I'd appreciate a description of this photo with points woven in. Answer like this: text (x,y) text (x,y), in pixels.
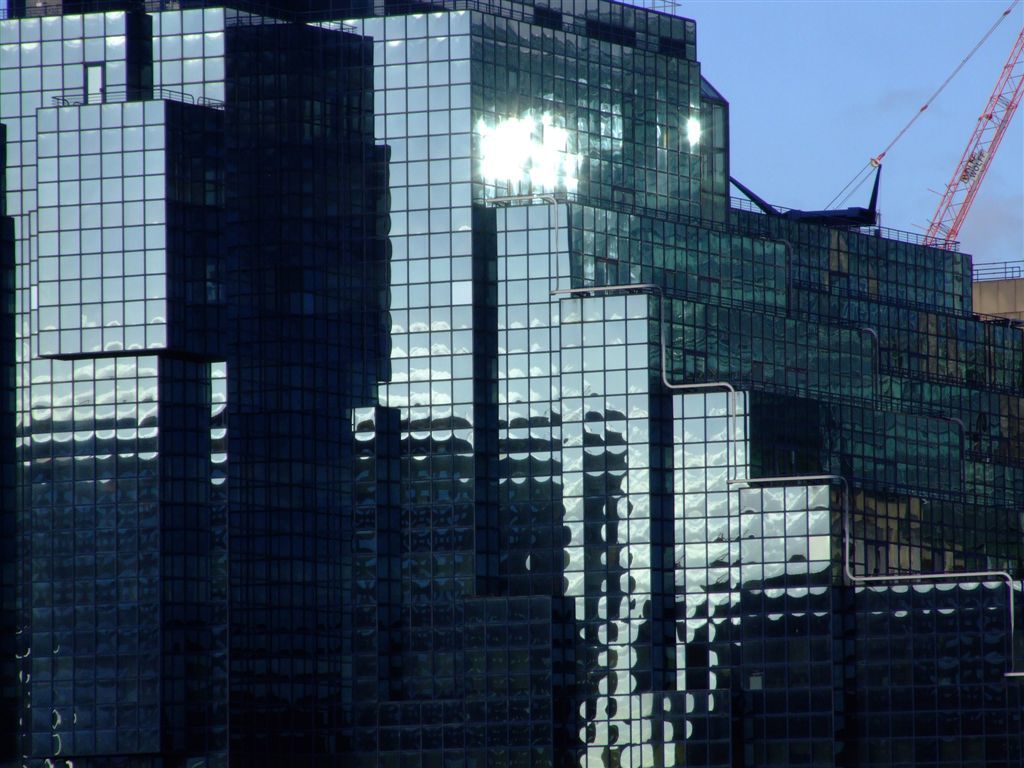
In this image we can see the outside view of the glass building (522,532). Sky (830,110) is also visible in this image.
